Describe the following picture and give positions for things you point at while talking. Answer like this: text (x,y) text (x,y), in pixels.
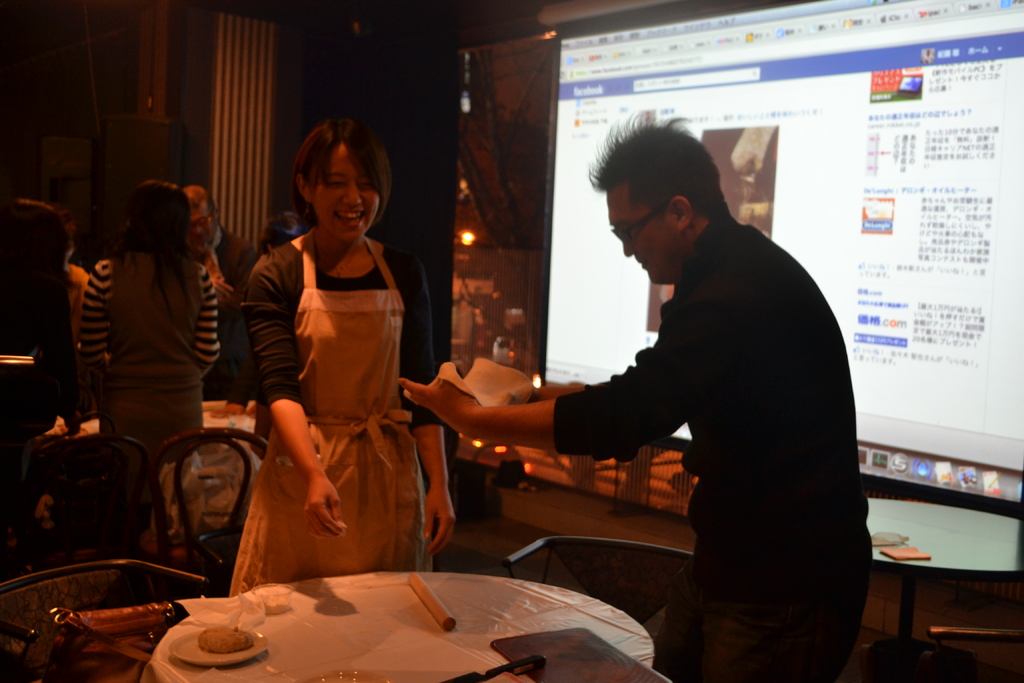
In the image we can see there are people (652,356) who are standing. At the back (657,99) there is a screen (814,88).
